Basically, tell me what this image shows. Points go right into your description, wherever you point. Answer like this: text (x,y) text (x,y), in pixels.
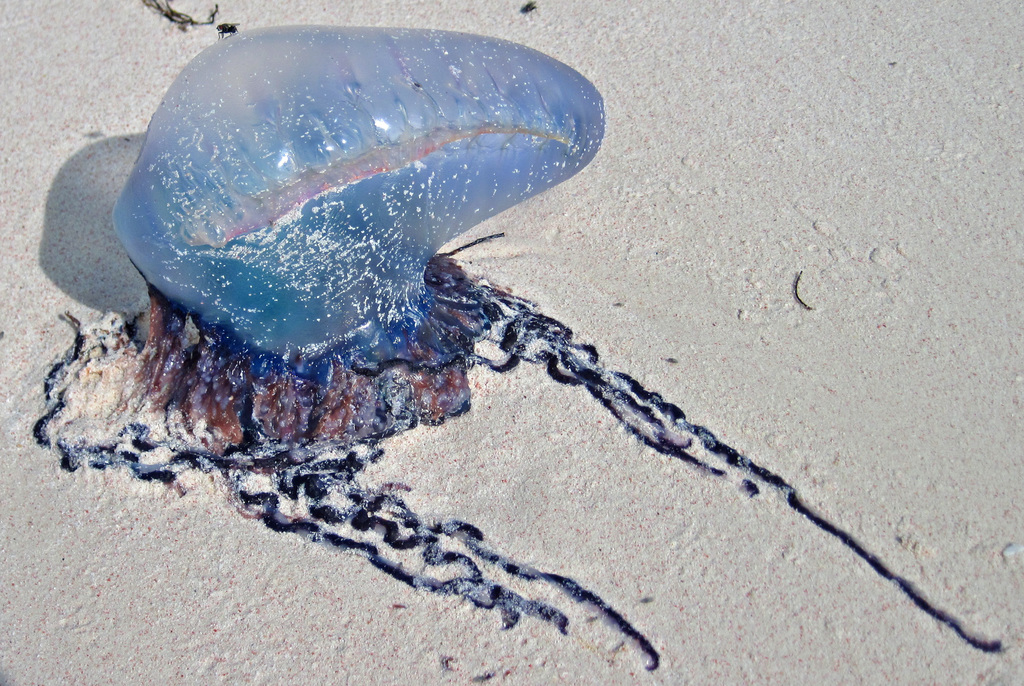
In this image I can see an object (350,268) on the sand (434,433). This image is taken during a day on the sand (683,495).
